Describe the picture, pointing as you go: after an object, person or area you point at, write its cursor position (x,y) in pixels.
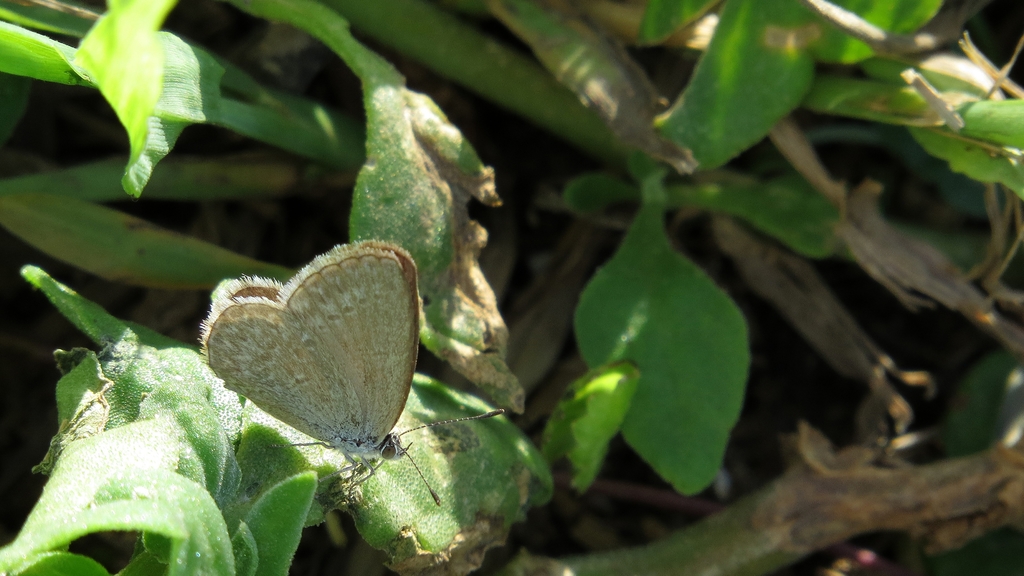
In this picture I see a butterfly (389,349) in front (347,358) and I see number of leaves (900,86).
